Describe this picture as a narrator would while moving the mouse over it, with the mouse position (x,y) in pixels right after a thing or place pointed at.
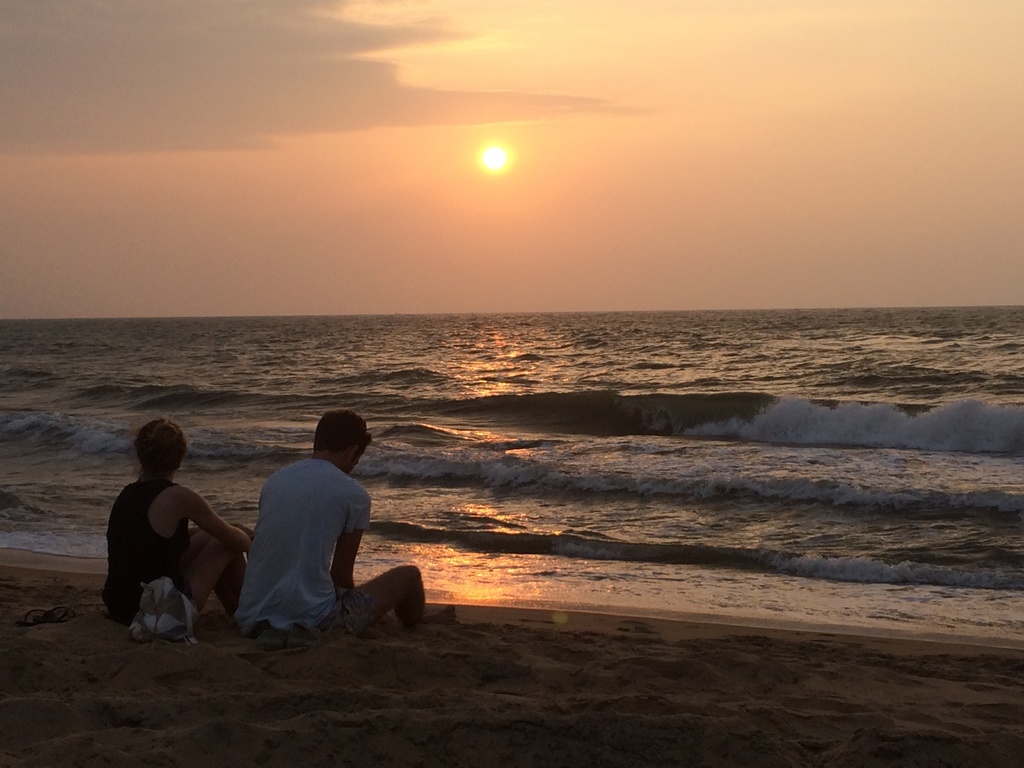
In this image we can see a lady (216,564) and a man (311,582) sitting on the sea shore (352,689). On the left (56,615) there is a footwear (39,620). In the background (622,538) there is water (669,430) and we can see the sun (494,156). At the top (541,72) there is sky (367,85).
